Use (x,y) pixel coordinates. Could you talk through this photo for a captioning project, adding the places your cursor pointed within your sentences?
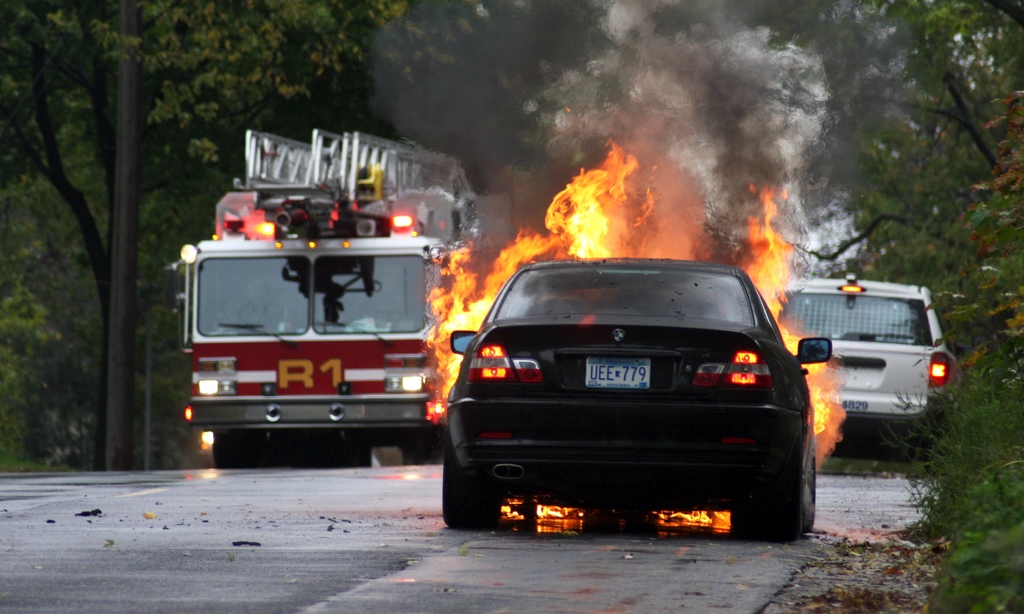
In this image I can see a car (748,373) with fire (630,230) and few vehicles (214,324) on the road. I can few green trees (903,92) on both sides. The fire (611,159) is in orange and yellow color.
